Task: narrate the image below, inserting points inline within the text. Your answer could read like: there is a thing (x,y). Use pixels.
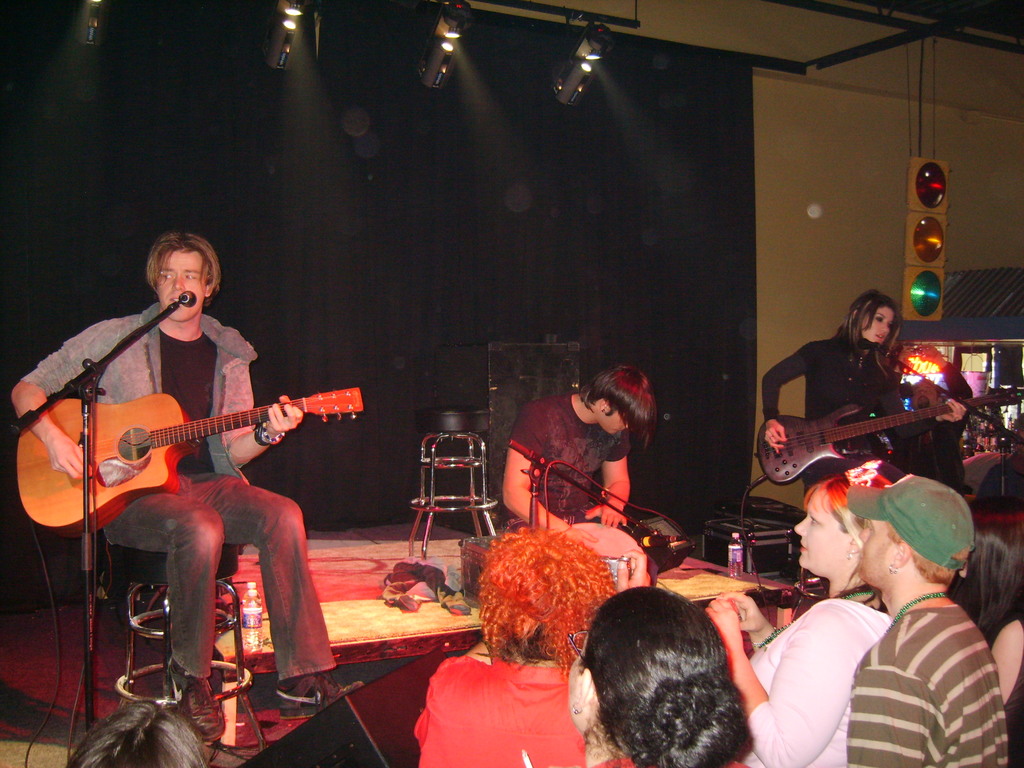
In this image, so many peoples (936,617) are there. Few are playing a musical instrument (180,421). Few are there and standing in-front of them. Background (432,210), we can see black color cloth (513,255) and lights (580,91). On right side (929,244), we can see a traffic light (924,263), some lights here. Here there is a stage (368,656), stool (160,616), stand (90,575) and wires (79,685). And here there is bottle (255,622). Right side (761,559), we can see some box (766,545) here.
